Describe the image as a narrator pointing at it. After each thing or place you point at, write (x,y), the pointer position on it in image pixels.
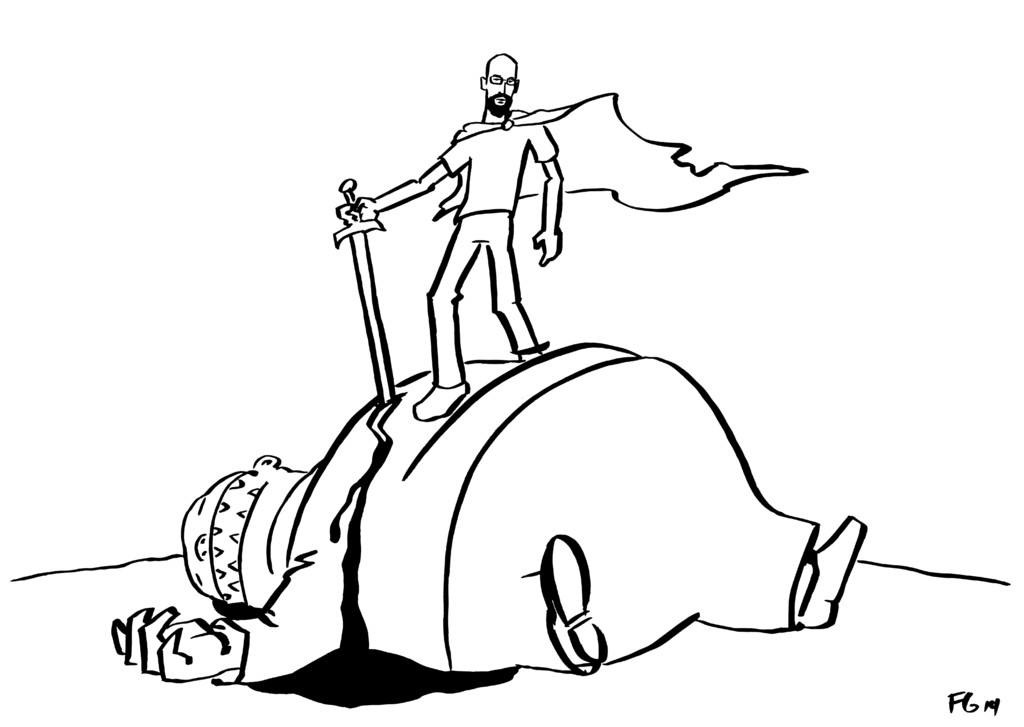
This is the drawing image in which there is a man (418,473) laying and on the top of the man (489,392) there is a man (500,215) standing.
